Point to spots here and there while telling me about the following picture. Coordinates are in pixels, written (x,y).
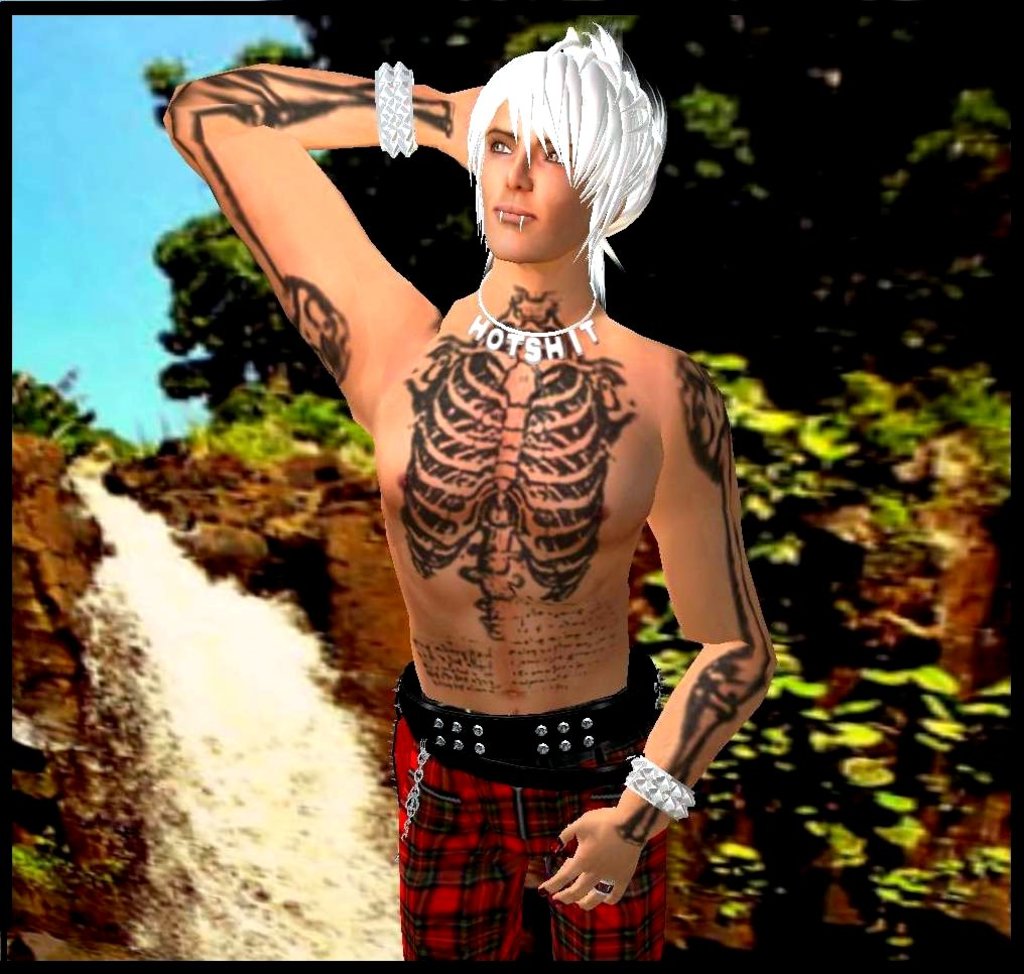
In this image I can see an animated picture. In front (553,715) I can see the person (488,421) standing and the person (491,842) is wearing red and black color short (492,794), background (179,934) I can see few trees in green color and I can also see the water (167,706) flowing and the sky (90,204) is in blue color.
